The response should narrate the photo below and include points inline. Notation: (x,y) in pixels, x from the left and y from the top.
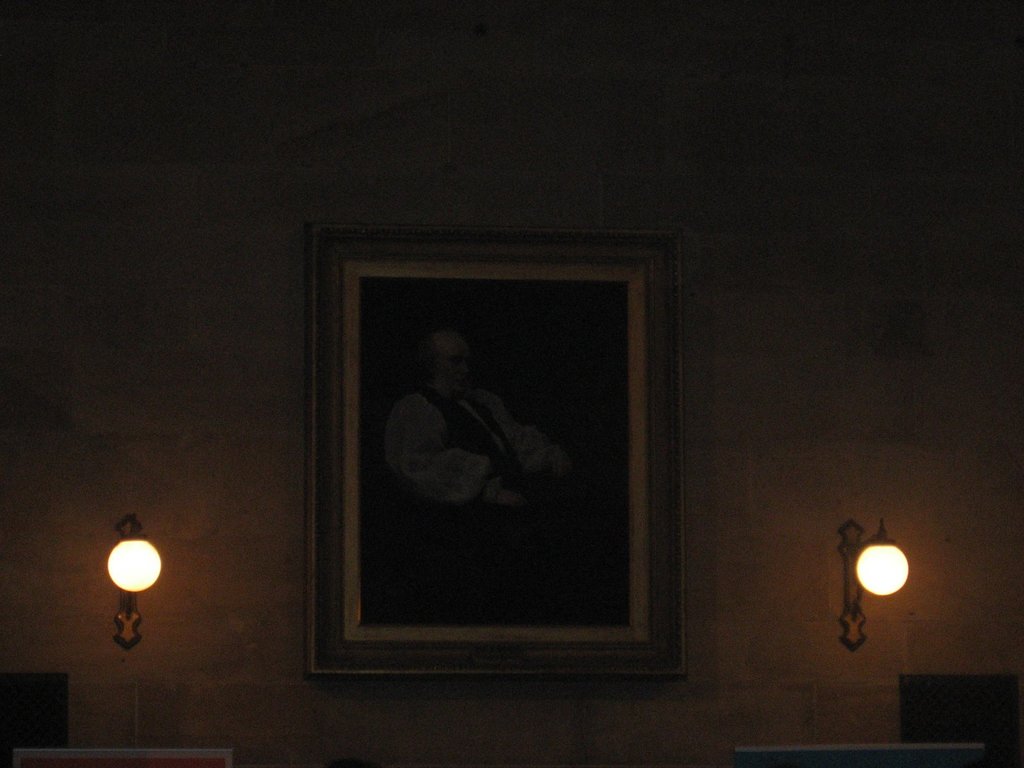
At the center of the image (537,403) there is a photo frame (438,501) on the wall (639,100). Beside the photo frame (375,586) there are lights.
